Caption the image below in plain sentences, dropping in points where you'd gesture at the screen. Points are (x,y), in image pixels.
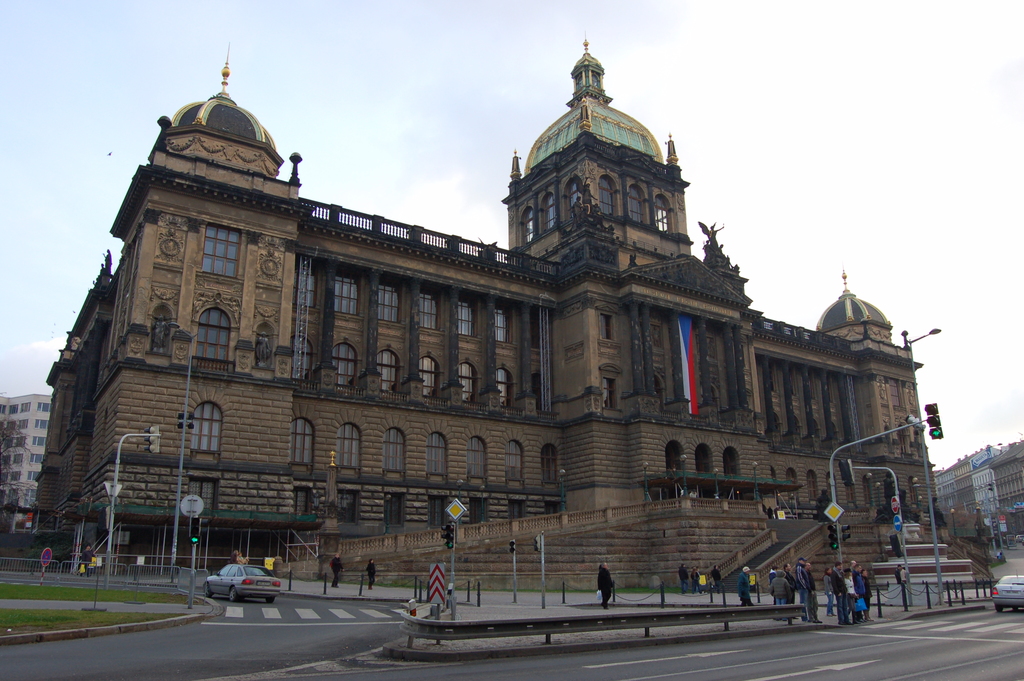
In the foreground of this picture (713,640), we can see the roads (786,643), poles (360,591), traffic signal poles (451,572), vehicles (258,566), and the sign boards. In the background (615,576), we can see persons (820,578), buildings (750,456), stairs (781,524), sculptures (718,258), and the sky (723,106).
